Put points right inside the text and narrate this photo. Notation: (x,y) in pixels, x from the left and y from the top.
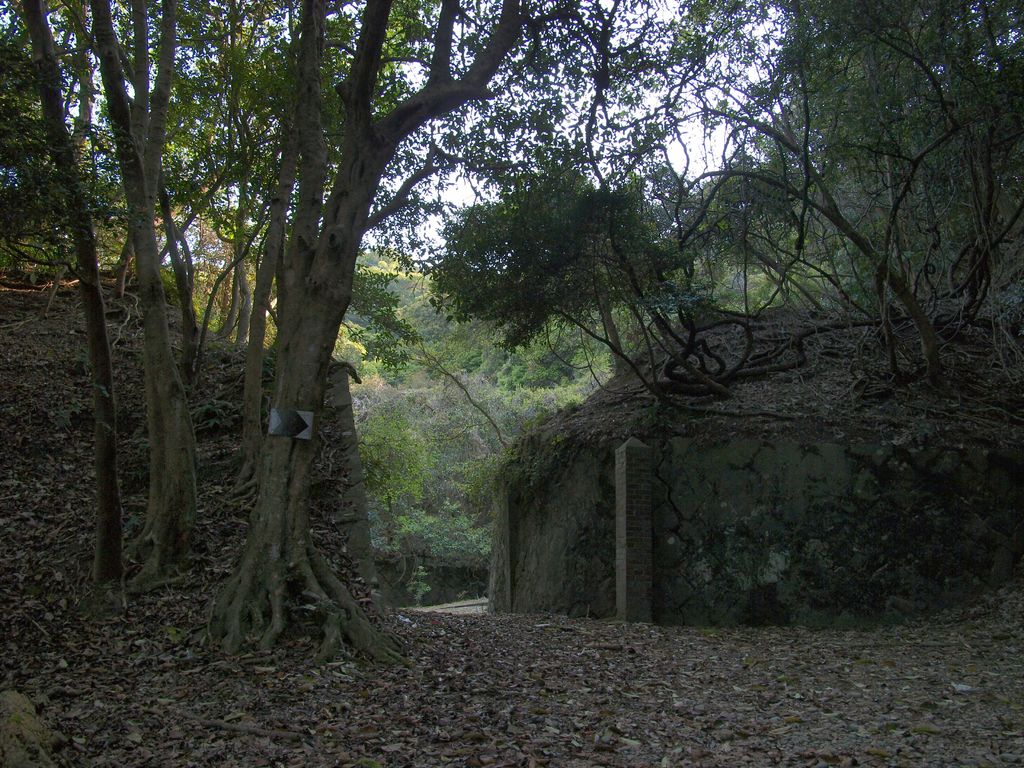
In this image there are trees (297,293) and there is a wall (788,524). On the ground (359,721) there are dry leaves (245,696).
